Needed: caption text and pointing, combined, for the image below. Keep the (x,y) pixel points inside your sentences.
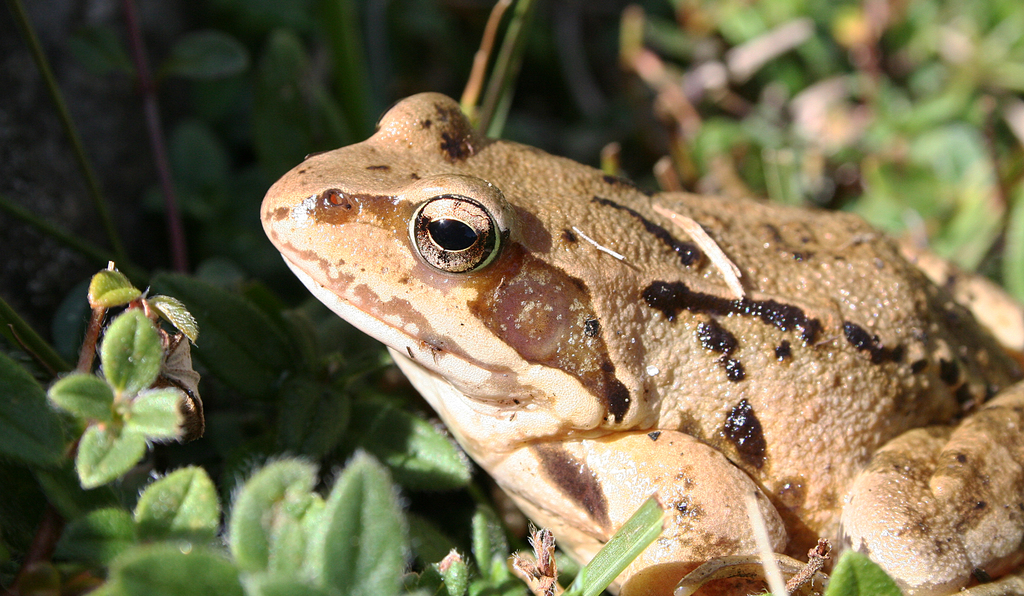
In this picture there is a frog (587,397) who is sitting near to the plants (927,199). At the bottom (104,554) we can see the leaves (261,530).
